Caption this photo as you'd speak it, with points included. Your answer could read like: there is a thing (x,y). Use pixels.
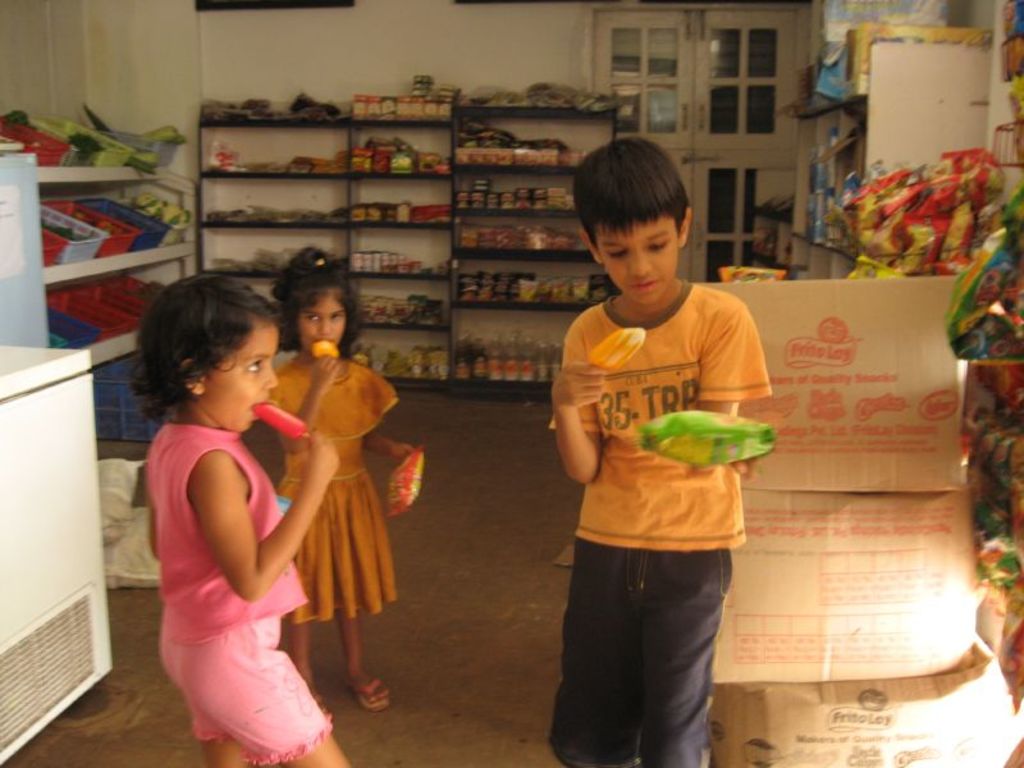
In this picture I can see there are three kids (567,365) standing and there is a boy (721,342) standing on the right (710,360) and he is holding an ice cream (639,347) in his right hand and holding a packet of chips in his left hand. There are two girls (266,674) at left (266,644) and they are eating ice cream (285,422) and the girl (288,405) in the backdrop (331,550) is wearing a yellow dress (381,565) and holding a chip packet (411,470). There are vegetables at left (153,173) and there are few groceries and there are carton boxes (956,436) and packets of chips (1015,481) at the right side (954,304).
